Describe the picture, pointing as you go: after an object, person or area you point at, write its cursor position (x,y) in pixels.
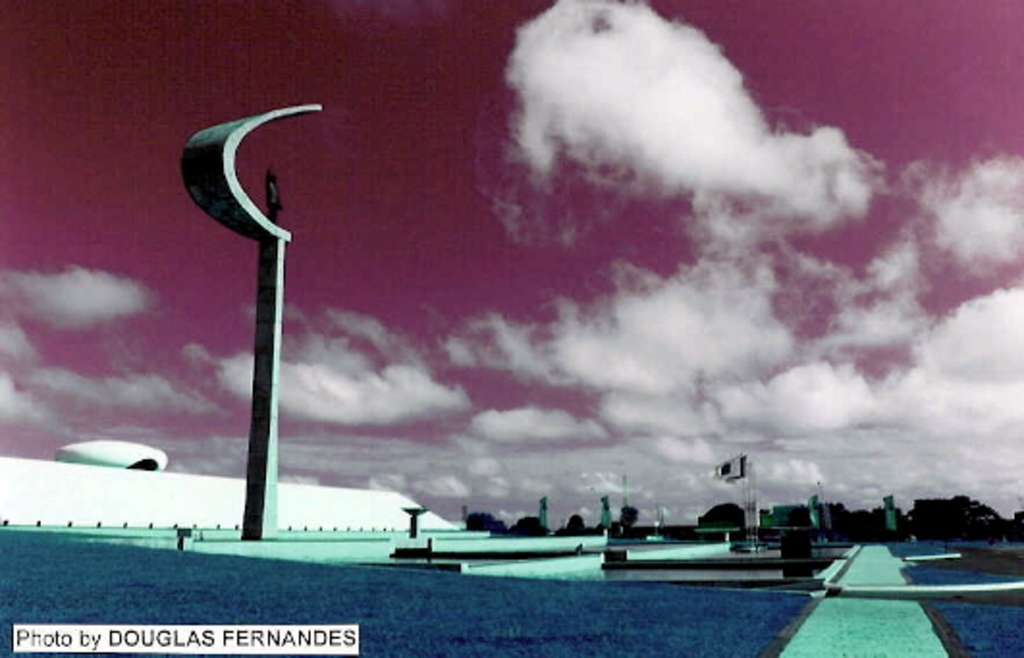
This is an edited image where there is pole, sculpture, flags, building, trees (978,526), sky (375,386) and a watermark (21,632) on the image.
